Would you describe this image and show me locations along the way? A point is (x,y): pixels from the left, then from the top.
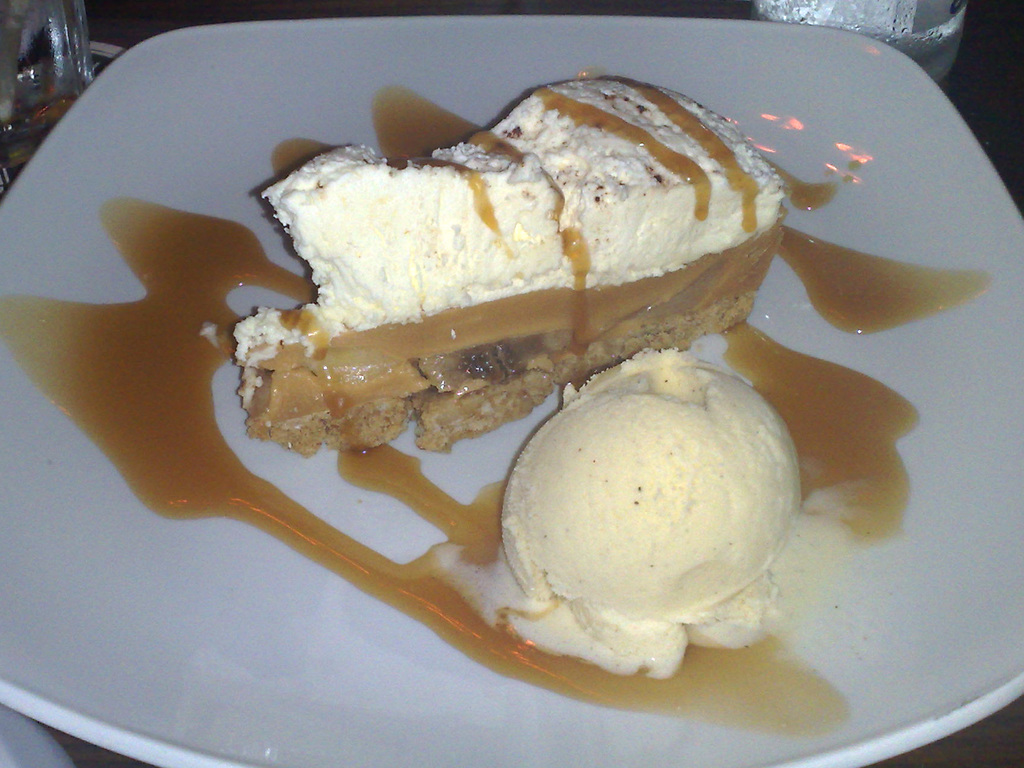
In the front of the image (632,225) we can see food (585,271) in white plate (251,224). At the top of the image (22,62) there are glasses (61,56).
